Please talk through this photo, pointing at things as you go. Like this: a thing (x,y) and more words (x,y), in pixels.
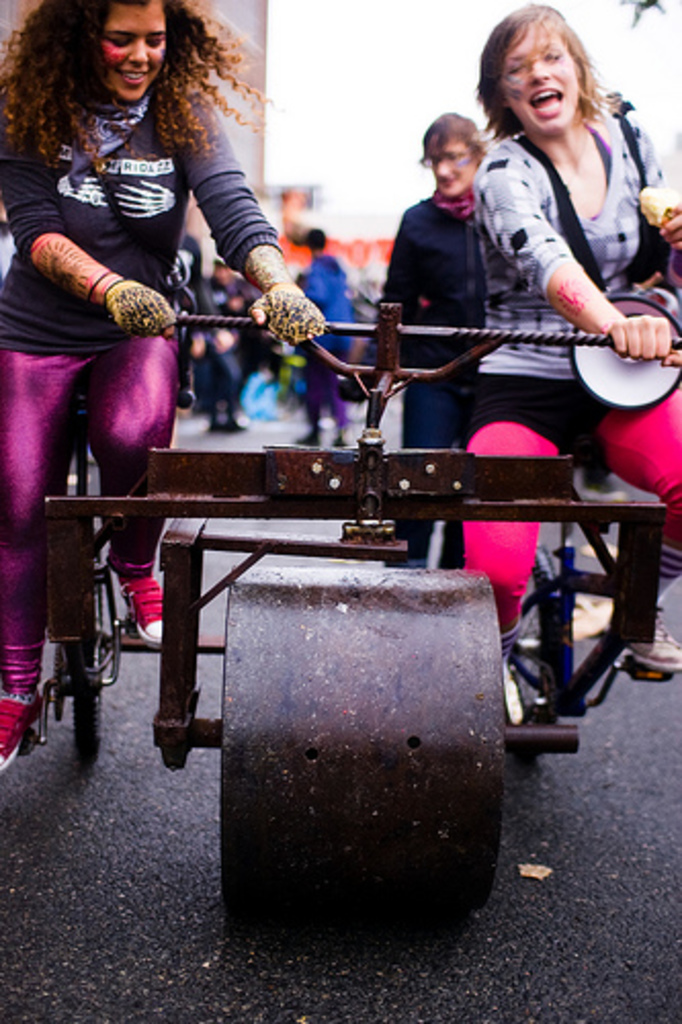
In this picture we can see two women (628,331) sitting on a vehicle (577,341) and smiling and in the background (399,403) we can see a group of people (272,388) standing on the road (223,447), buildings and it is blurry.
